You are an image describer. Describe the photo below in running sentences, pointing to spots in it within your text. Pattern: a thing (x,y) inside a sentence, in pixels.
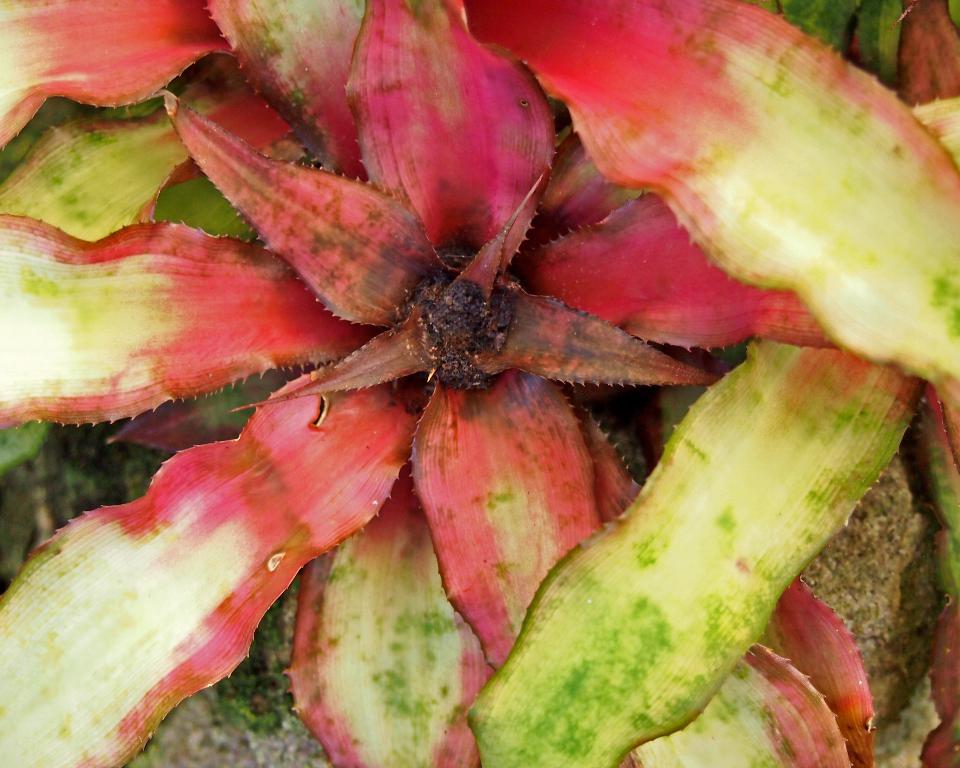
In the image there are leaves (379,238) of a plant (590,537).
